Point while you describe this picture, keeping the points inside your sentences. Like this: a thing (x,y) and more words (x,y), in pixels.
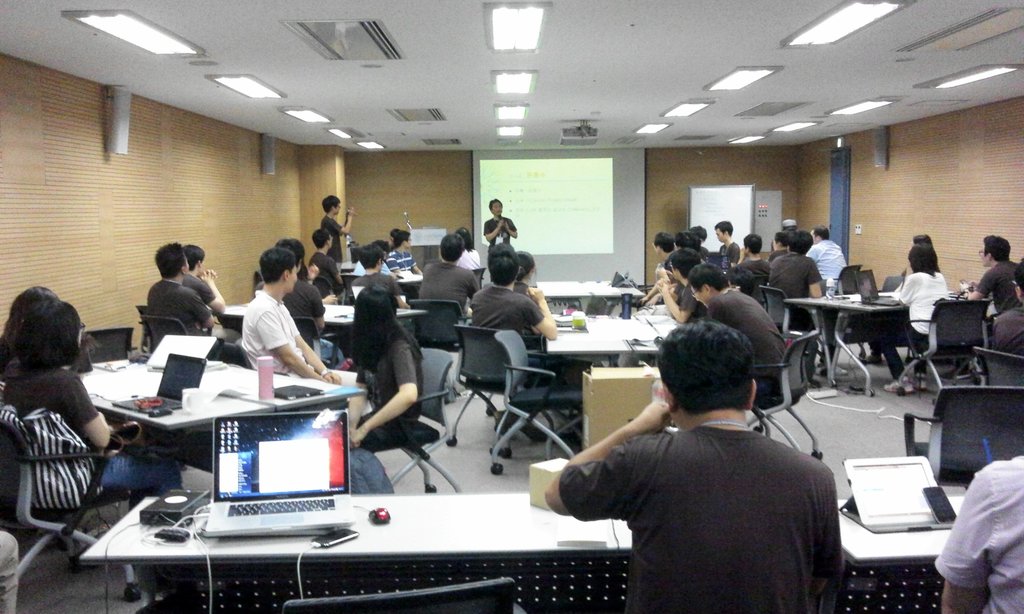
The picture is taken inside a hall (333,174). There are many tables (280,379) and chairs (933,332). People (801,279) are sitting on the chairs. A person (494,229) is standing in the background (493,211). In the background (540,213) on the wall (562,260) there is a screen (582,230). On the tables (227,407) there are laptops (317,482), phones (326,545), papers (223,370), bottles (626,309) and few other things (582,321). On the ceiling (194,57) there are lights (523,90) and projector (579,132). On the wall (61,139) speakers (122,129) are mounted.
